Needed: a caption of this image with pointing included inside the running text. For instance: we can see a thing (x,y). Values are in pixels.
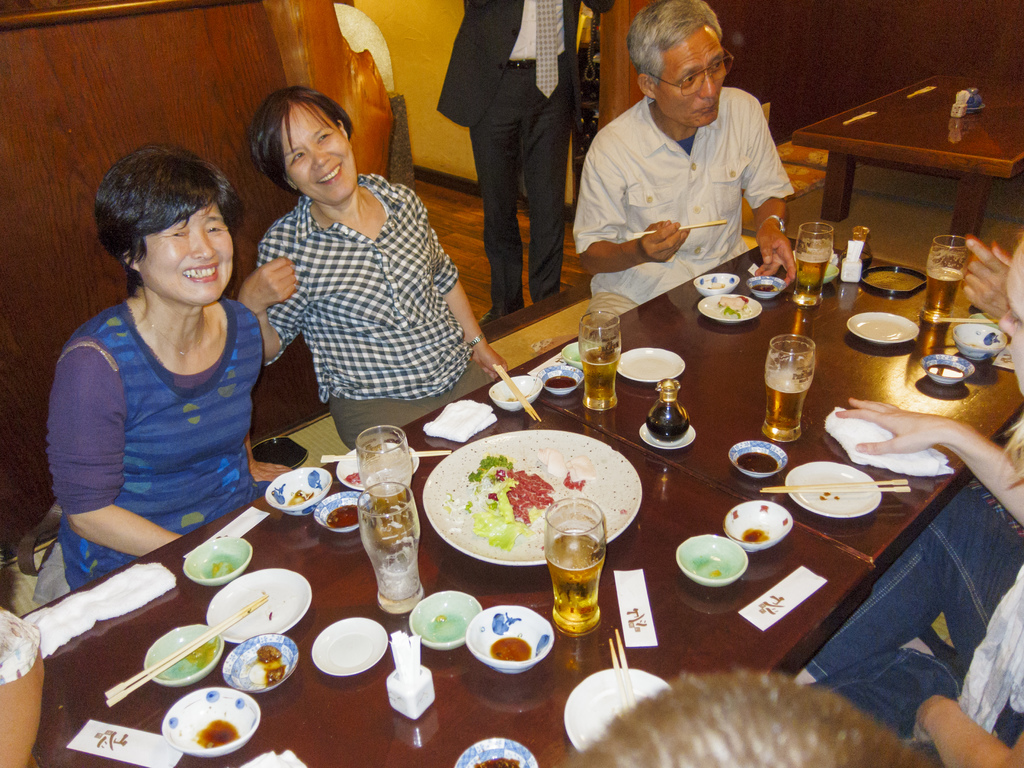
We can see a group of people (971,628) sitting and having their meal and on the table (391,665) we can see glasses (580,579) of beer (566,544), plate (285,583), bowls (486,621), chopsticks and behind them there is a man (490,67) standing.
